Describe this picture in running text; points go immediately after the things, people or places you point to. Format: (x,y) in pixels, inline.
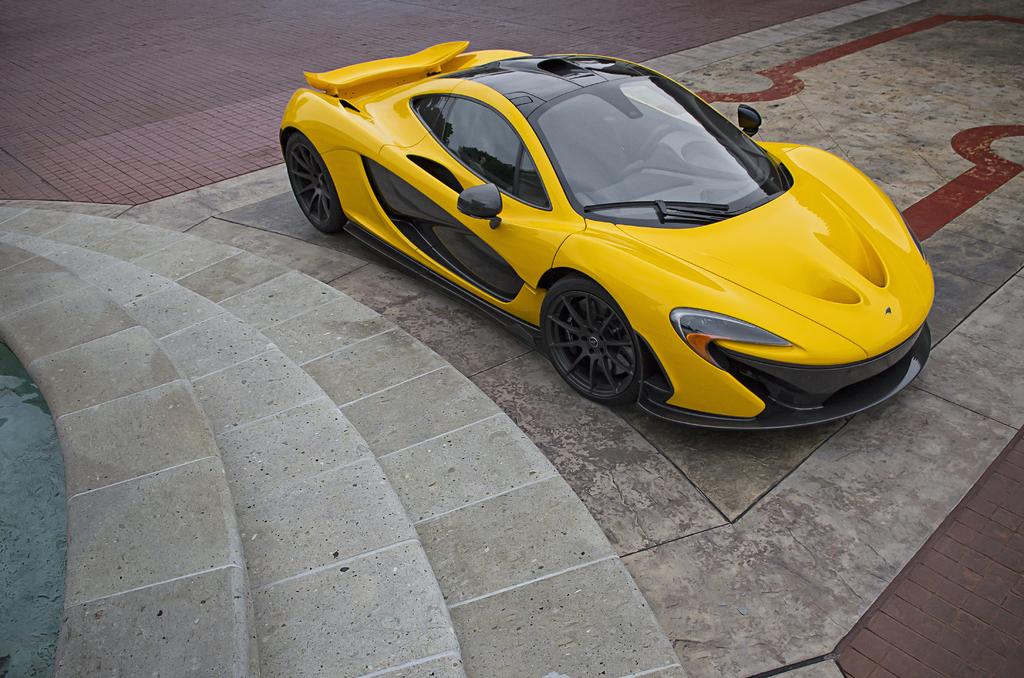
In this picture there is a yellow car (466,284) which is parked near to the stairs (482,476). On the left (49,435) there is a water (27,529).
